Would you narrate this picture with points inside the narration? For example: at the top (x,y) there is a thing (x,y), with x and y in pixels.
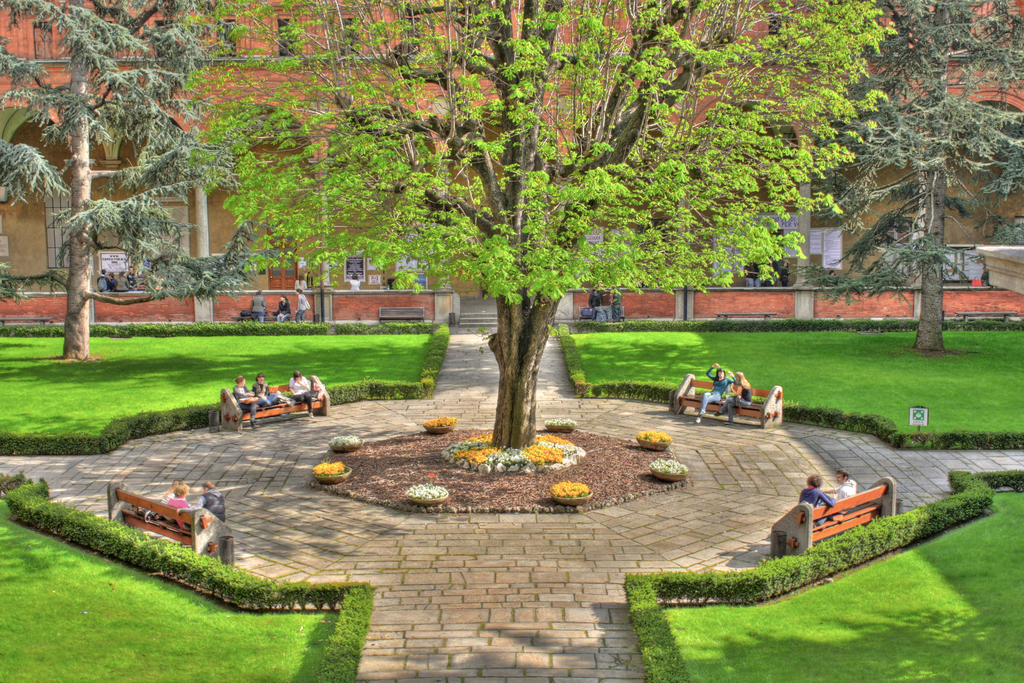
This picture is taken from the outside of the city. In this image, on the right side (876,488), we can see a bench (883,499), on the bench (843,507), we can see two people (827,507) sitting. On the left side (126,493), we can also see a bench (142,498), on the bench (127,497), we can see two people (184,497) are sitting. On the right side (855,546), we can see some plants (855,546), trees (1005,168). On the right side (770,420), we can also see another bench (772,407), on the bench (755,408), we can see two people (717,382) are sitting. On the left side (244,607), we can also see some plants (159,560), trees (101,99), on the left side (318,411), we can also see another bench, on the bench (289,390), we can see four people (235,388) are sitting. In the middle of the image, we can see some bowls (554,494) with flowers (431,496). In the background (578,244), we can see a tree (577,211). In the background (101,207), we can also see some trees (242,242), pillars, staircase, a group of people (302,315). At the bottom (798,475), we can see a grass (863,624) and a land (483,603).
